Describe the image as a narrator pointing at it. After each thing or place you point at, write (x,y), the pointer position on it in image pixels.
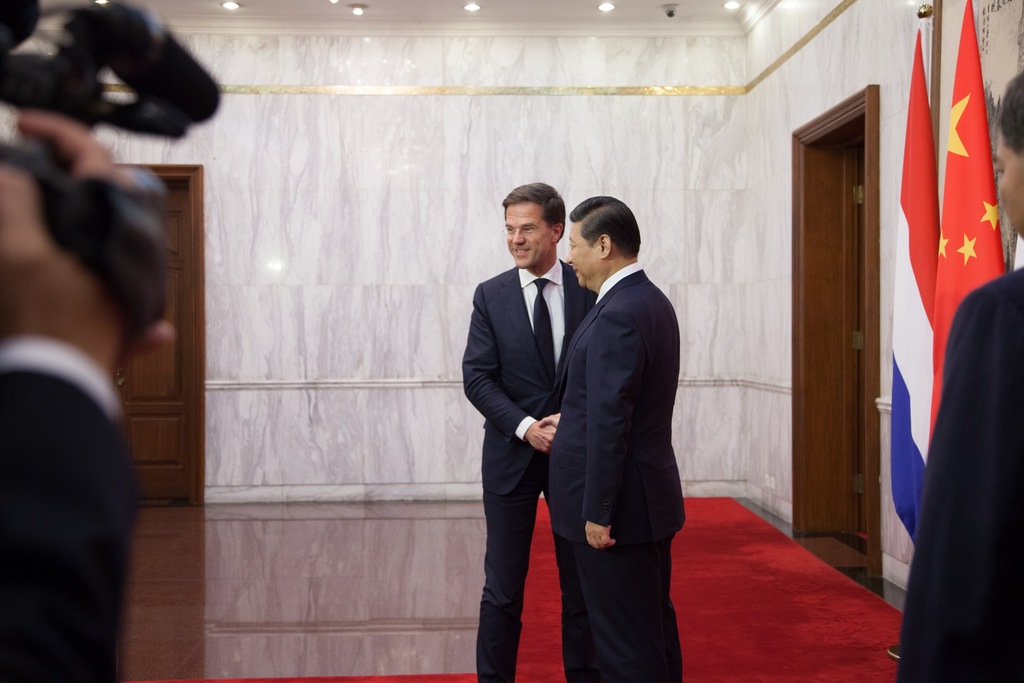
This picture describes about group of people (526,289), on the left side of the image (66,354) we can see a person (61,296) is holding a camera (86,197), on the right side of the image (916,297) we can find few flags (970,192) on the wall (301,319), in the background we can see lights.
